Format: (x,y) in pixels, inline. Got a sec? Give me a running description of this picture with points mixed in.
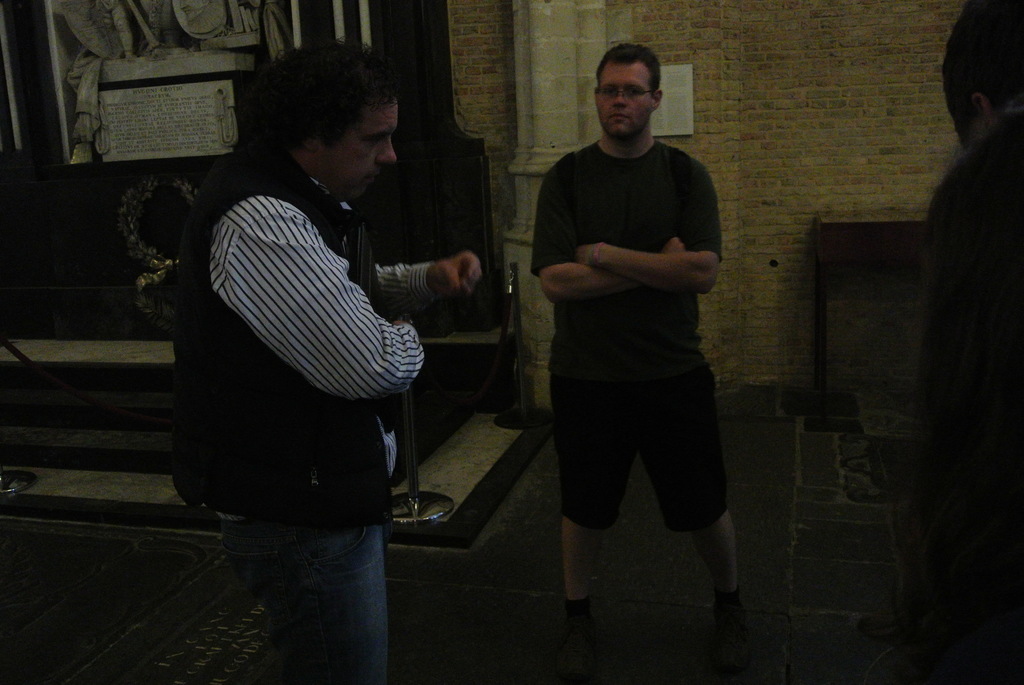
On the left side (297,430) a man (368,418) is standing, he wore shirt (319,319), trouser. In the middle (600,315) another man (701,279) is there, he wore t-shirt (683,318), short (596,431). Behind him there is the wall (836,112).
